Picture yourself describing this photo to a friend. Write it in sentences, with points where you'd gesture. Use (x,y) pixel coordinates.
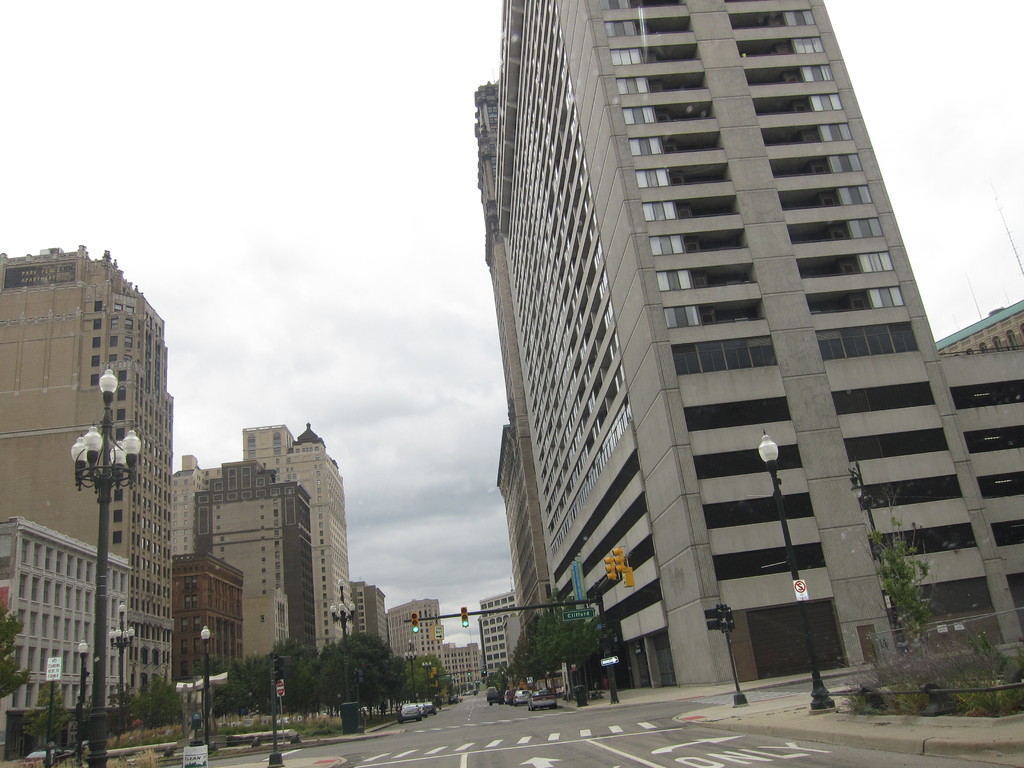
As we can see in the image there are buildings (127,395), street lamps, traffic signals (414,630), trees (336,660), cars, sky (372,405) and clouds (444,474).
